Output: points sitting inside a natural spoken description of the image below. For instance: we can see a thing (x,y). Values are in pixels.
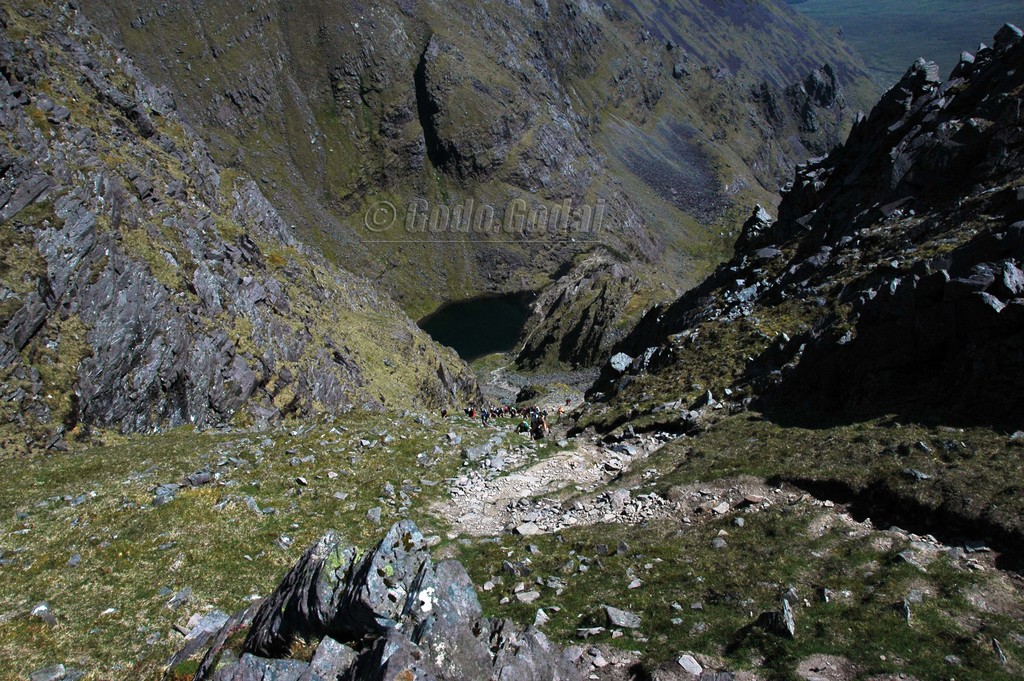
In this image, we can see hills (1019,307), stones (972,549), grass (801,649). In the middle of the image (401,236), we can see few people (535,433) and watermark (453,224).
